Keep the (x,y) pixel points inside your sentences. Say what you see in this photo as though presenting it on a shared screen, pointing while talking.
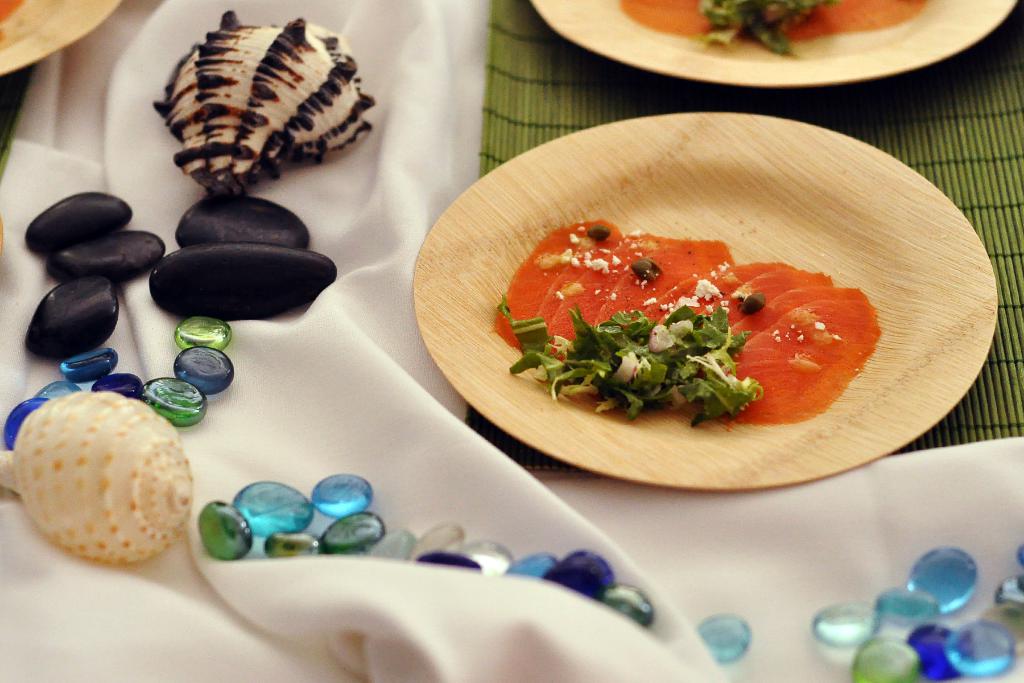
In this image, I can see a plate (820,229), which contains food (674,293). There are two seashells (114,449) and stones (255,486) placed on the white cloth (336,397). This looks like a mat (975,143). At the top of the image (856,52), I can see another plate (860,47) with food (773,28).
